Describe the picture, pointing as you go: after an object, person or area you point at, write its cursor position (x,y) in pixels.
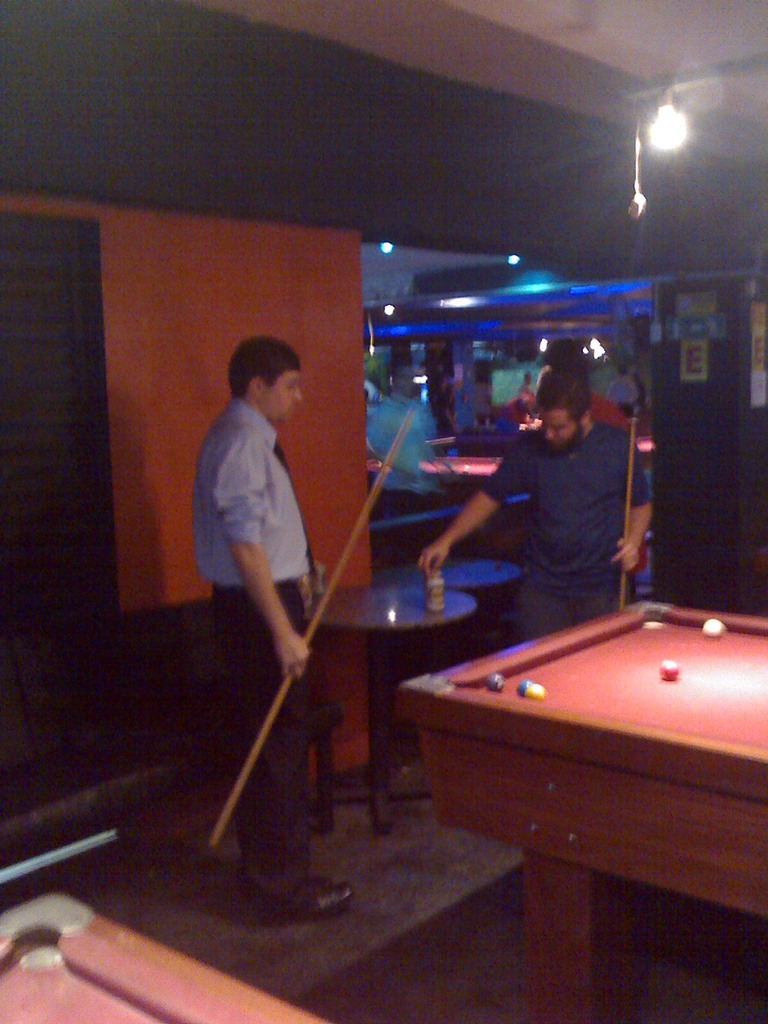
In this picture we have two people (201,566) who are playing the snookers game and above there is a light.
